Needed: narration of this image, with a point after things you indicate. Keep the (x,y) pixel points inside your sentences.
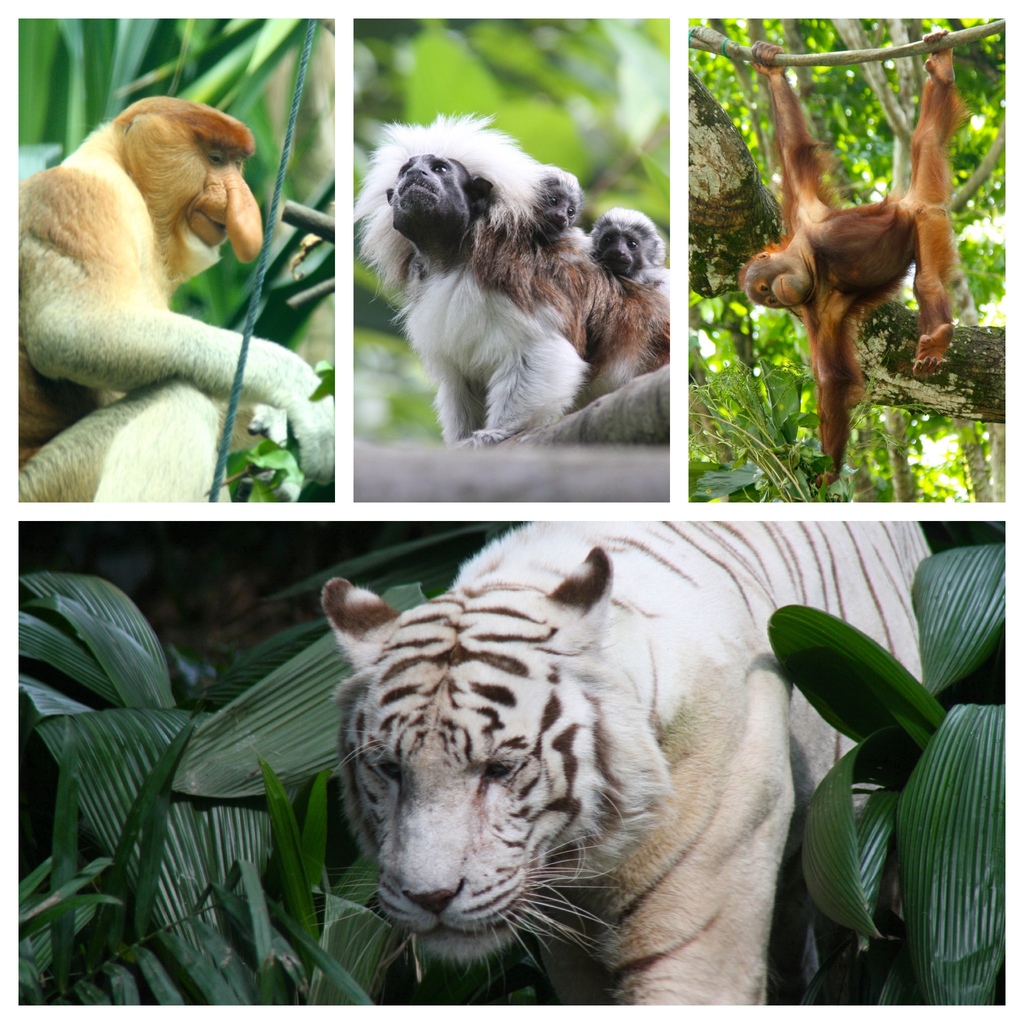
This is a collage image where I can see few animals (147,381), few trees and plants (322,850).
